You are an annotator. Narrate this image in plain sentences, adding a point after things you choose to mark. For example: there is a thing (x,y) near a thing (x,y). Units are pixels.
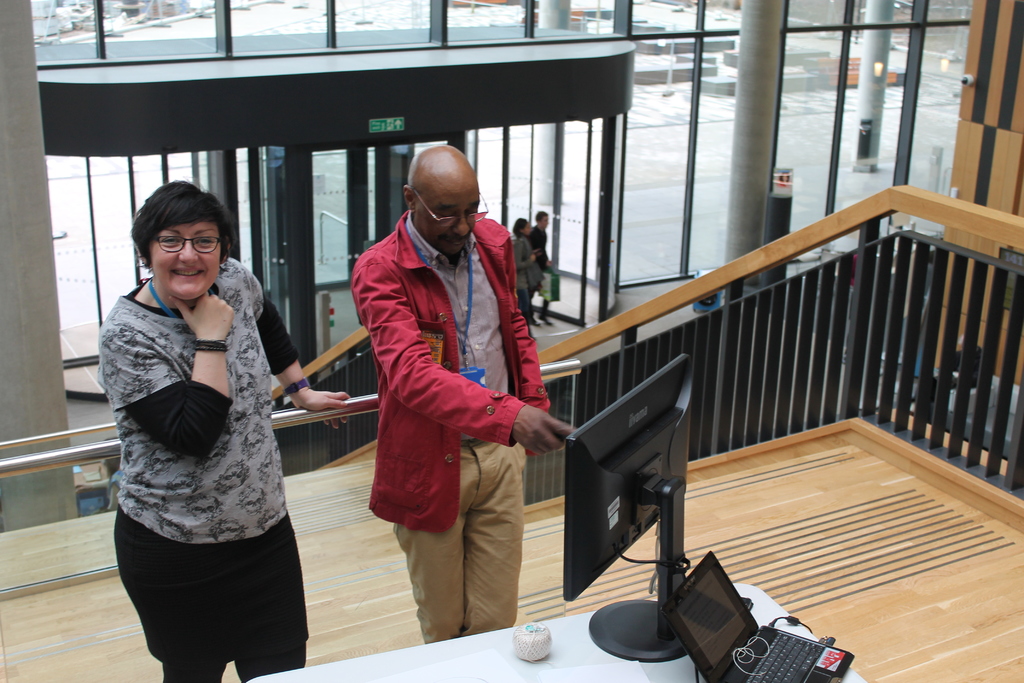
In the picture we can see a man (463,263) and a woman (150,530) standing on the floor (327,527) near the desk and on it we can see a monitor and behind it, we can see a laptop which is black in color and a man (506,349) is showing something in the monitor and beside them, we can see a railing (59,525) and in the background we can see glass wall (653,15) and near it we can see two people (518,242) are standing.
